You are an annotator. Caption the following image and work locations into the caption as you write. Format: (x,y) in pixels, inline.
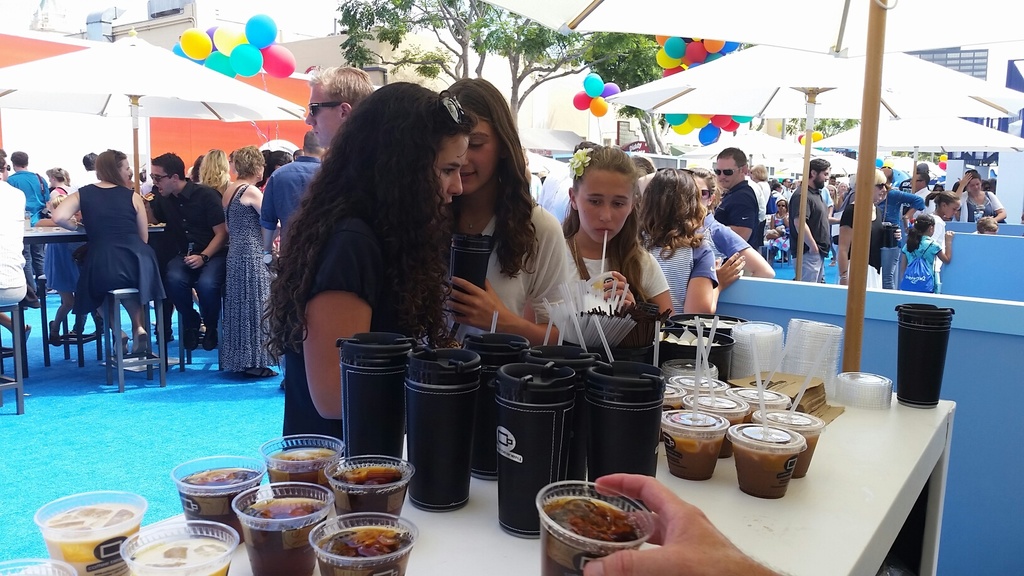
In this image there are a few people (478,228) standing and sitting on chairs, in front of the image there are a few items (331,491) in cups (735,392) are placed on a table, in the background of the image (780,148) there are tents (203,90), balloons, trees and buildings (563,120).
